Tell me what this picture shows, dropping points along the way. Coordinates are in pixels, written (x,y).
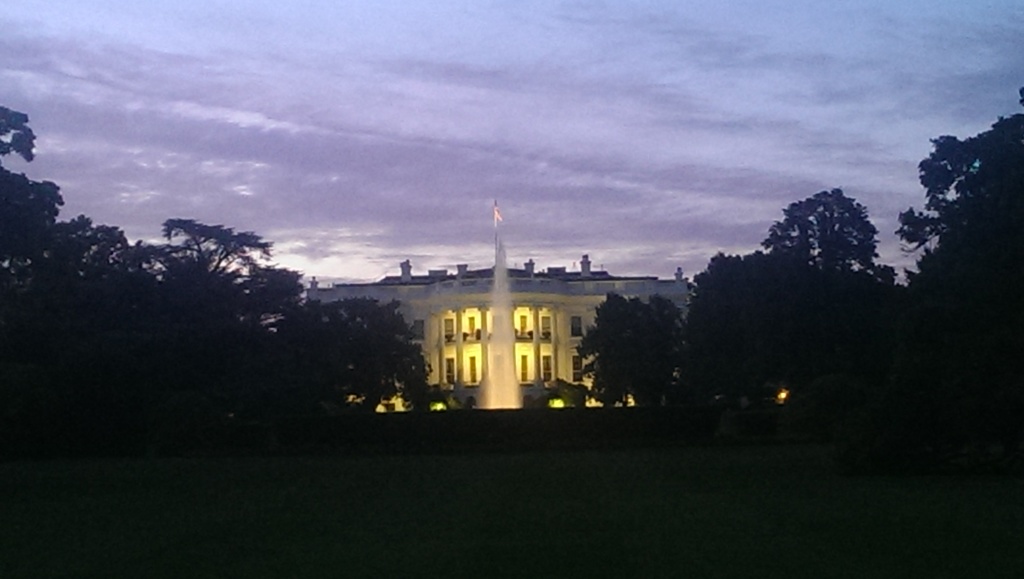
In the image there is a fountain (501,353) and behind the fountain (503,368) there is a building (452,356), there are a lot of trees (711,360) around the fountain (508,324).
